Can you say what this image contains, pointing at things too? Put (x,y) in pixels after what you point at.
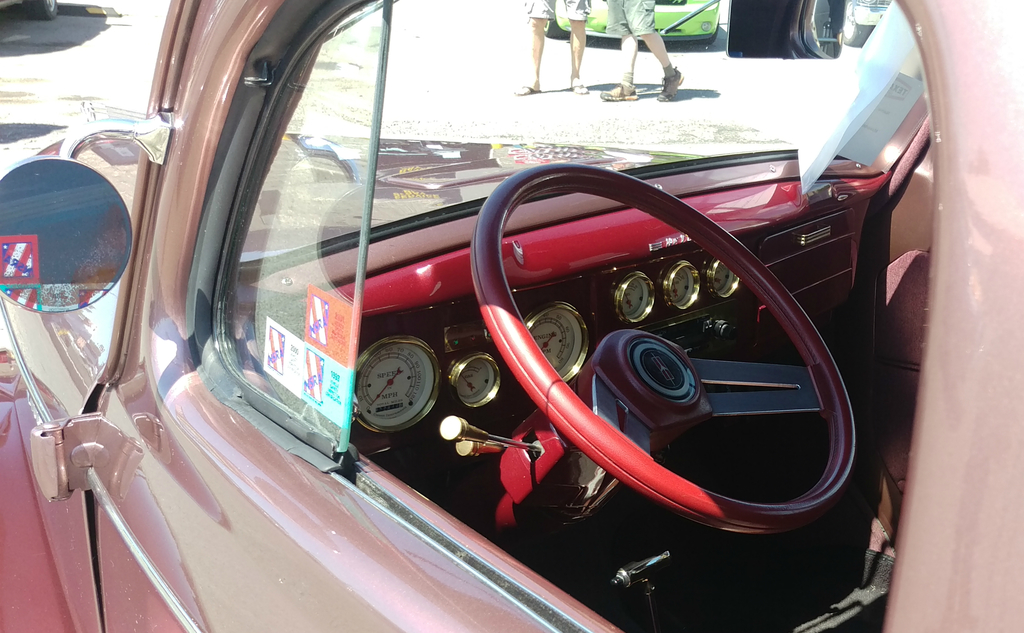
In the image there is a car (477,436). Inside the car (473,442) there is a steering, meters (467,403) and glass (312,90) with posters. Behind the car (401,140) there are two peoples legs (626,39) and cars (605,4) on the ground (521,24).
